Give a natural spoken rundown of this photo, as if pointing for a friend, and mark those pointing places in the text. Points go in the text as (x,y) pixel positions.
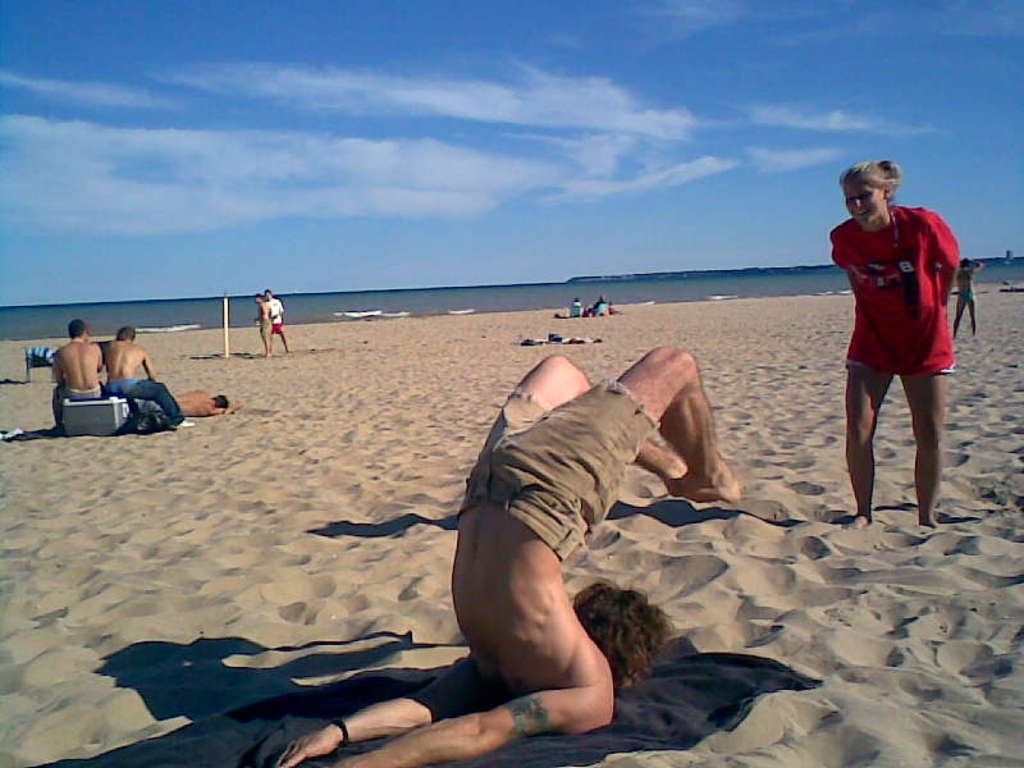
In the center of the image (524,408) we can see person (492,596) on the sand (936,638). On the right side of the image (857,465) we can see person (925,497) standing on the sand (799,489). On the left side of the image (176,426) we can see persons (70,387) sitting and laying on the sand (150,473). In the background (216,274) we can see persons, water (486,306), sky (640,90) and clouds (243,155).
